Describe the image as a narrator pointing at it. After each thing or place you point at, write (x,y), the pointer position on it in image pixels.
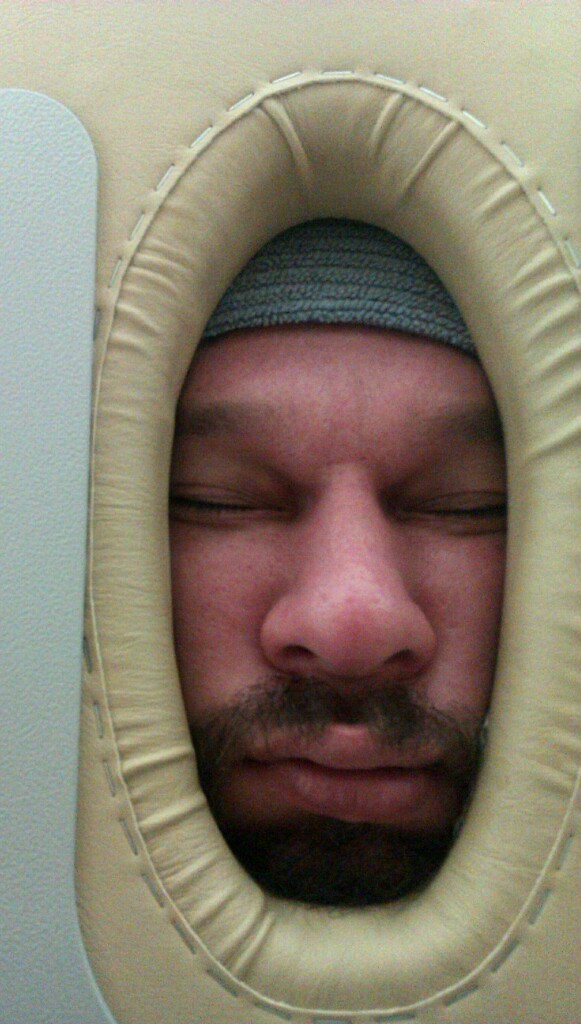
In this image we can see a human face (212,428) in an object (549,826).
